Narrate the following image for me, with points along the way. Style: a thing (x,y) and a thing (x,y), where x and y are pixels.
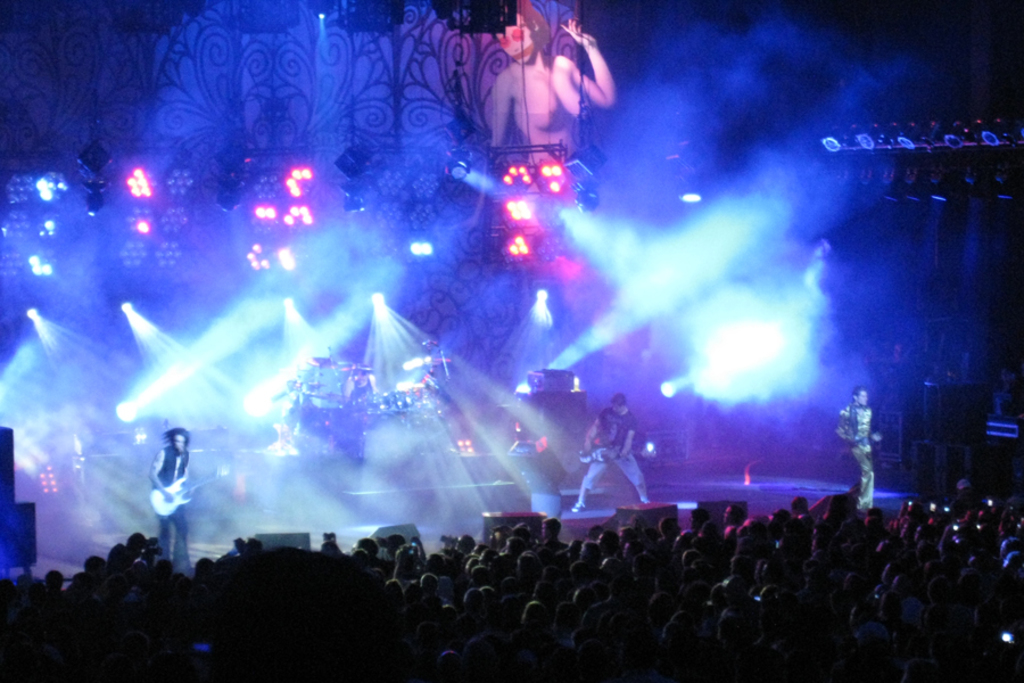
In this picture we can see people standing and playing musical instruments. On the right side of the picture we can see a man (847,417) standing. At the bottom portion of the picture (920,502) we can see people (1017,512) and it is dark. In the background (754,373) we can see musical instruments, lights (210,387) and a board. We can see objects (1,559) on the platform (320,527).
